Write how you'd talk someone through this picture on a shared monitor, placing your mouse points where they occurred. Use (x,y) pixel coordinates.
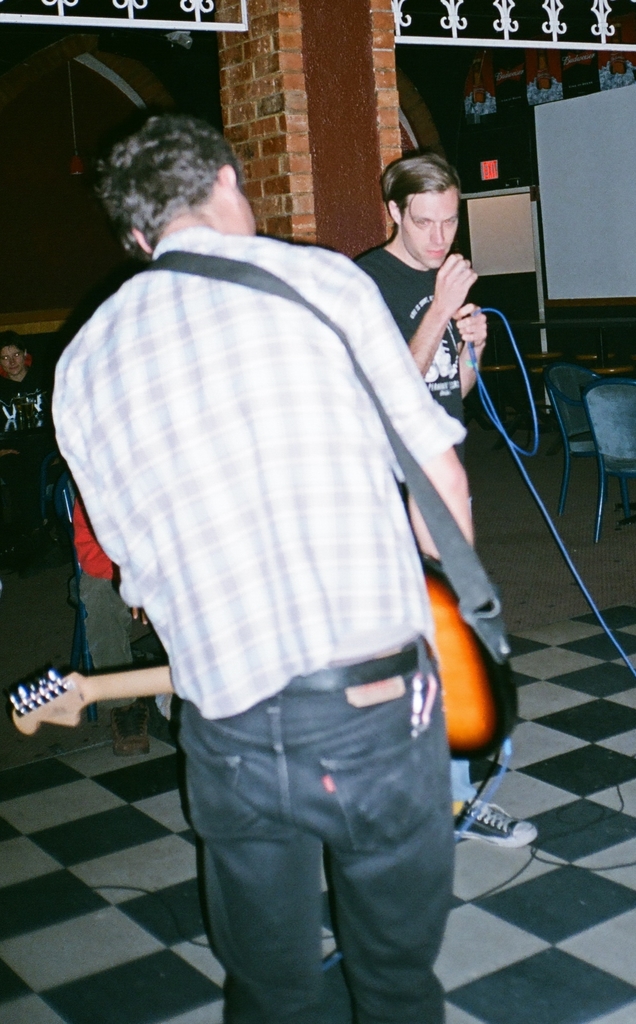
In this image there are two men (298,435) standing on floor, one is playing guitar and other is singing, in the background (38,454) there are people (7,394) sitting on chairs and there is a pillar (255,221), white screen (580,126) and chairs (580,429), at the top (9,21) there is a railing (33,21).
